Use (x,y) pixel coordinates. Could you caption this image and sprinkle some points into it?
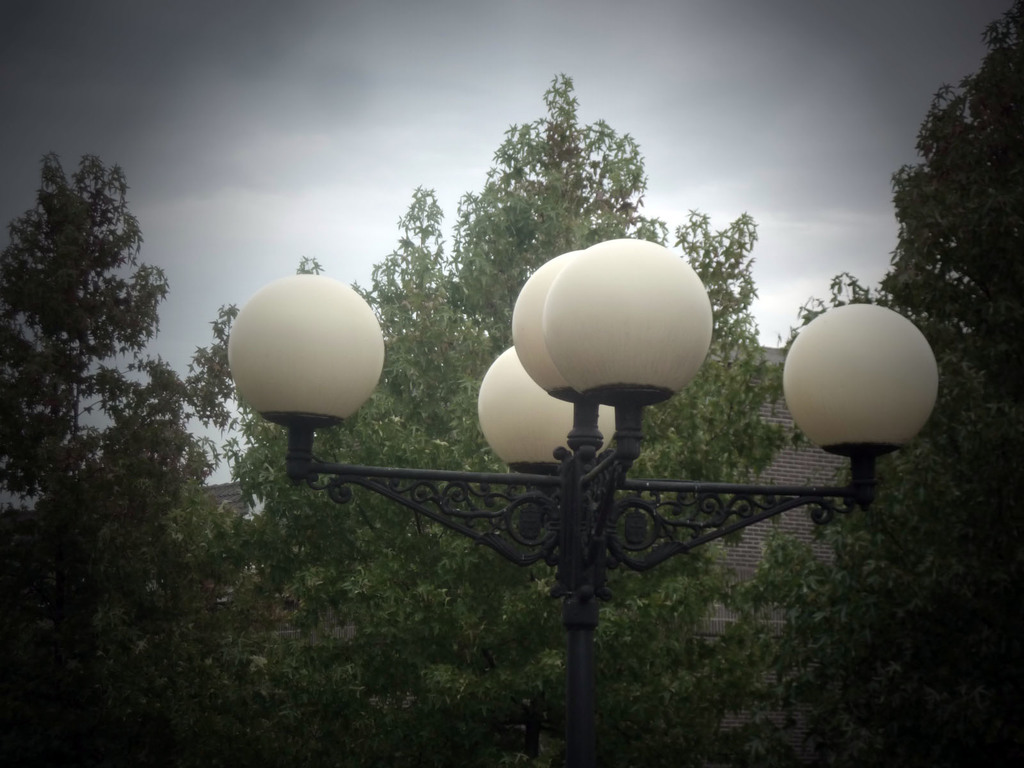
In front of the picture, we see a pole (609,566) which has the lights (589,365). There are trees (391,575) and a building (805,448) in the background (300,504). At the top (428,168), we see the sky (702,173).
